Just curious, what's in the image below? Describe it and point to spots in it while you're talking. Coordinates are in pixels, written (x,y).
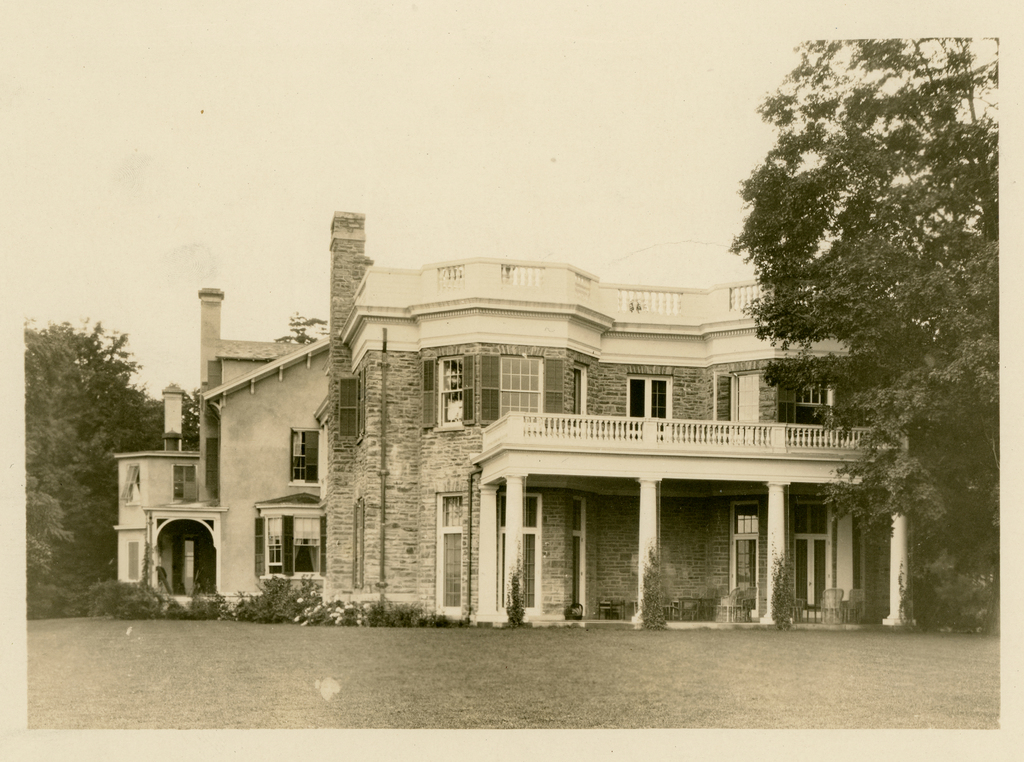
In this image, we can see a building (359,455) and there are some trees (47,553), at the top (336,119) there is a sky (388,108).
